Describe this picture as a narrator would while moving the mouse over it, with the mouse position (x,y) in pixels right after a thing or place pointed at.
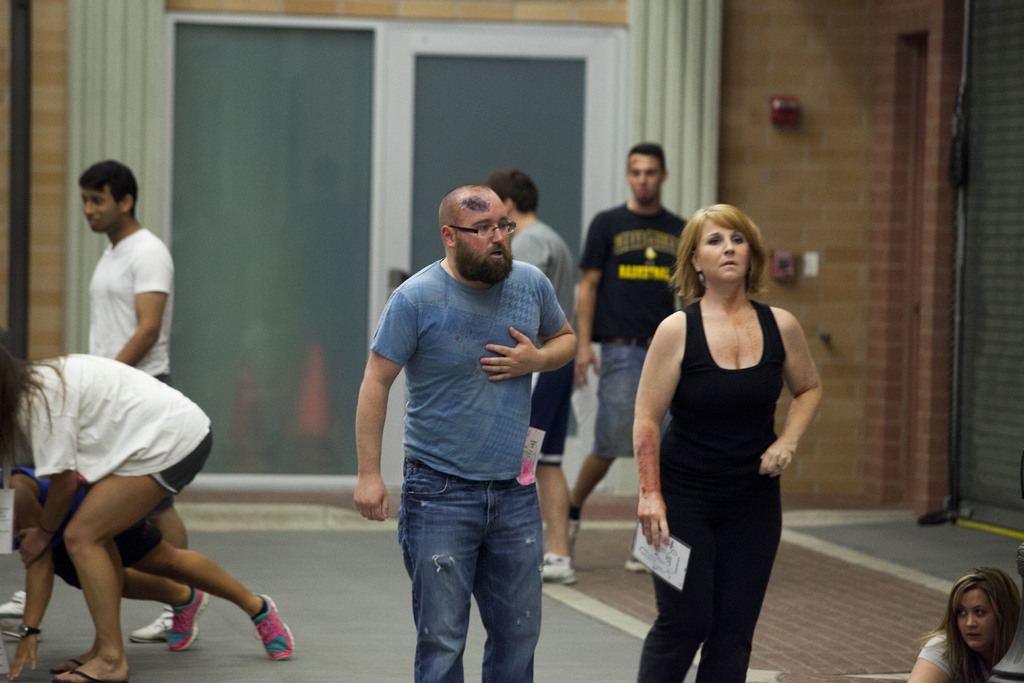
In this picture there are group of people (681,397) walking. On the left side of the image (11,481) there is a person (88,490) with blue t-shirt (43,495) is exercising. On the right side of the image (968,639) there is a person (972,627) sitting. At the back (384,234) there is a door (370,215) and there are devices (790,104) on the wall (801,150).
